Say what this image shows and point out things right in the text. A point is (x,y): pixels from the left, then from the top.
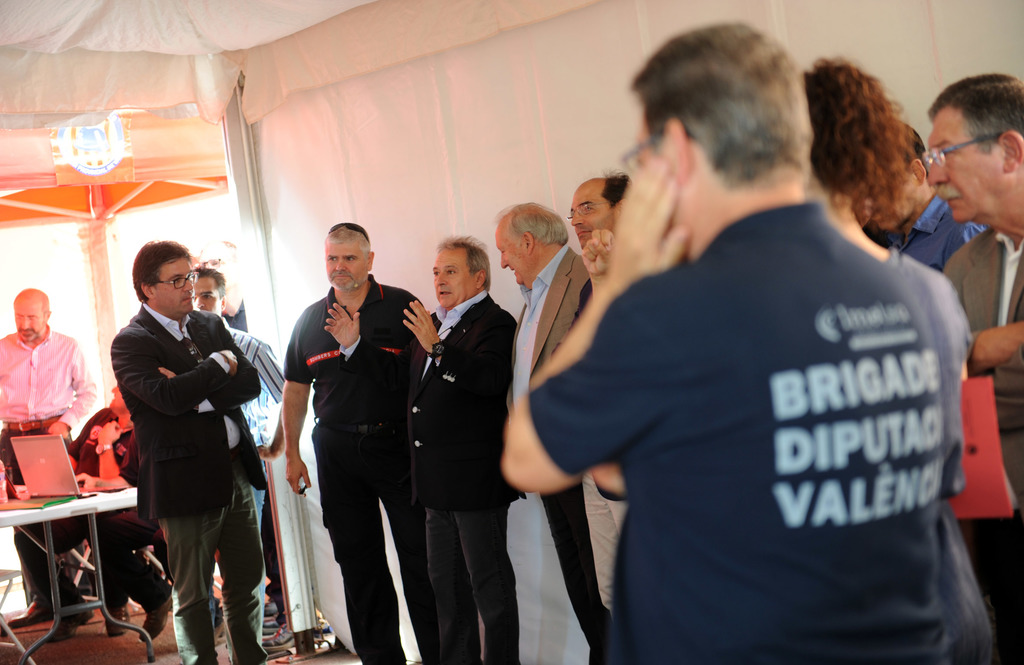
In this image i can see a group of persons (480,447) standing and discussing something. At the background of the image (328,114) there is a white color curtain (375,126).
